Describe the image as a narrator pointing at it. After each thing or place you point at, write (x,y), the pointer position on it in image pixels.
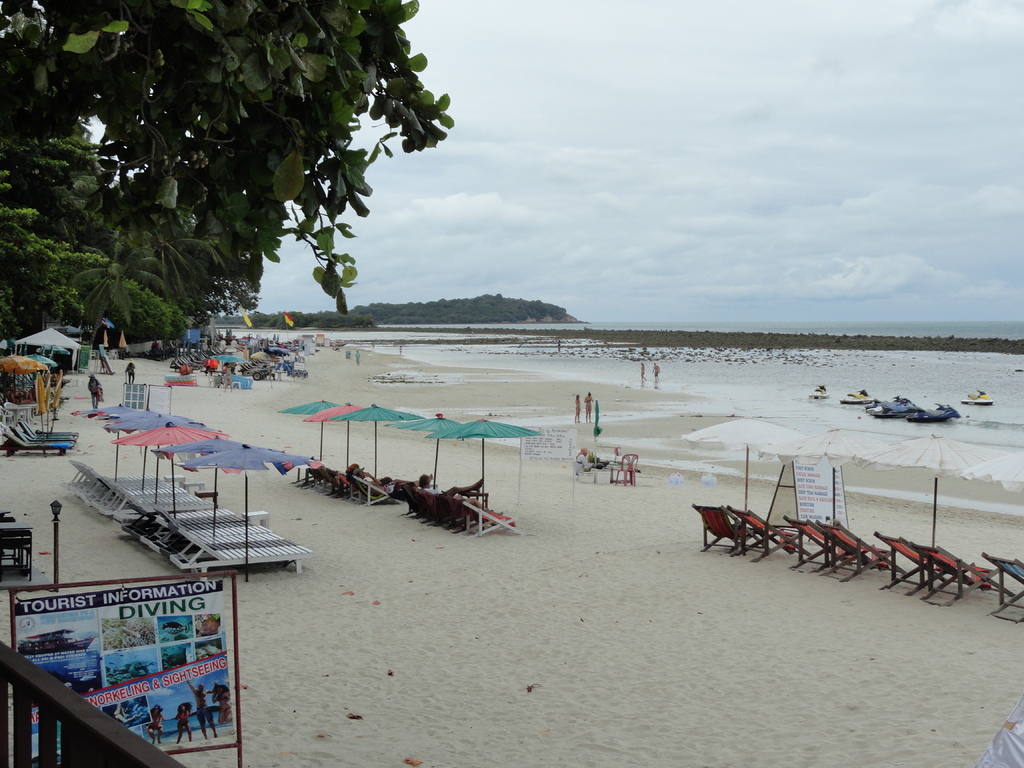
In this picture we can see a group of people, umbrellas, name boards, fence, chairs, flags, some objects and these all are on the sand (651,609), here we can see water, boats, trees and we can see sky (998,13) in the background (1002,1).
